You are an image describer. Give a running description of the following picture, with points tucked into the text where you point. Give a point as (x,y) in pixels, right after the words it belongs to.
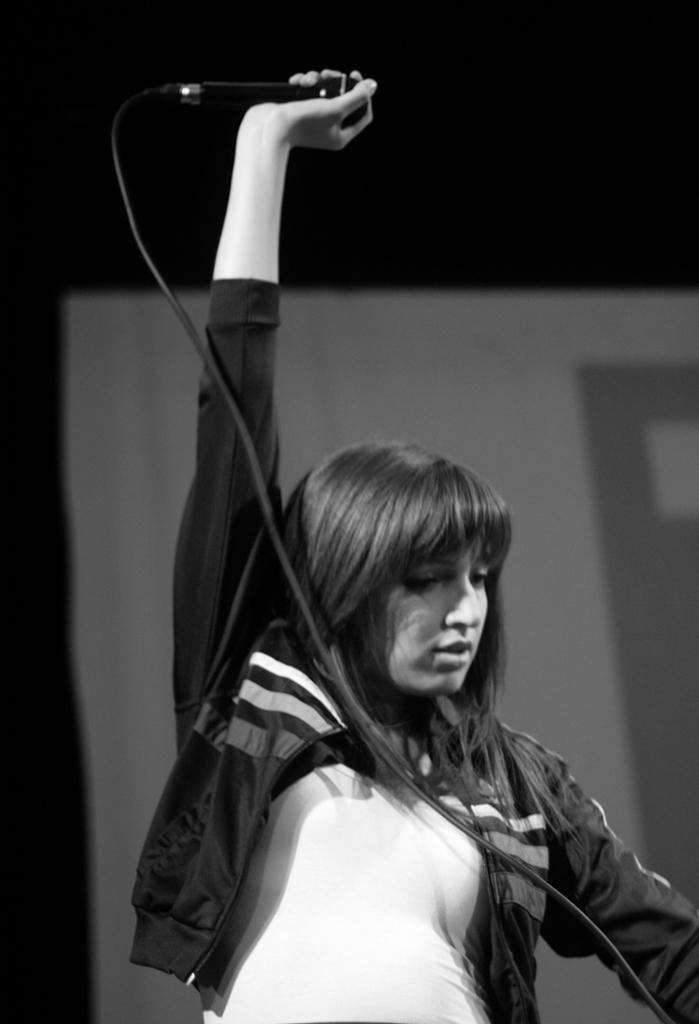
This is a black and white image of girl (227,355) standing and holding a microphone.
